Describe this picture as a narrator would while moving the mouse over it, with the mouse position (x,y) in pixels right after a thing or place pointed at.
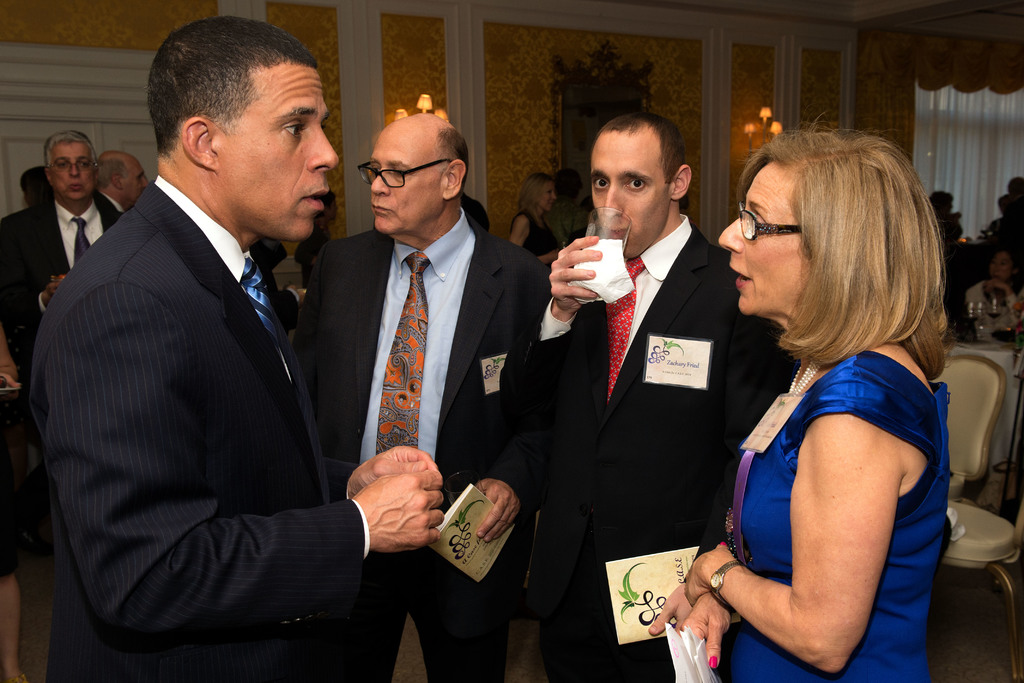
In this image I can see on the right side (848,614) there is a woman (793,391) in blue color dress (891,604), she wore spectacles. In the middle (635,449) there are men (471,262), they wore coats (491,453), ties (419,393), shirts (373,442). At the back side (852,126) there are lights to the wall (720,82).
